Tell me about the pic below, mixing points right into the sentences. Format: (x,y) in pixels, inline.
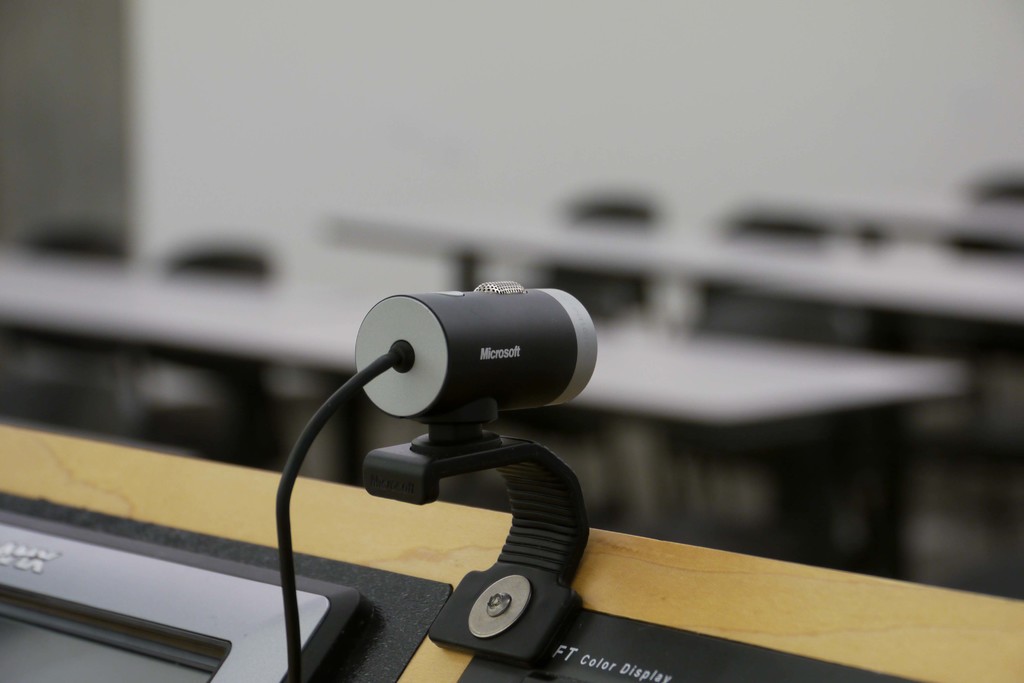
In this picture we can see a gadget (486,377), few tables (654,360) and blurry background (439,165).
